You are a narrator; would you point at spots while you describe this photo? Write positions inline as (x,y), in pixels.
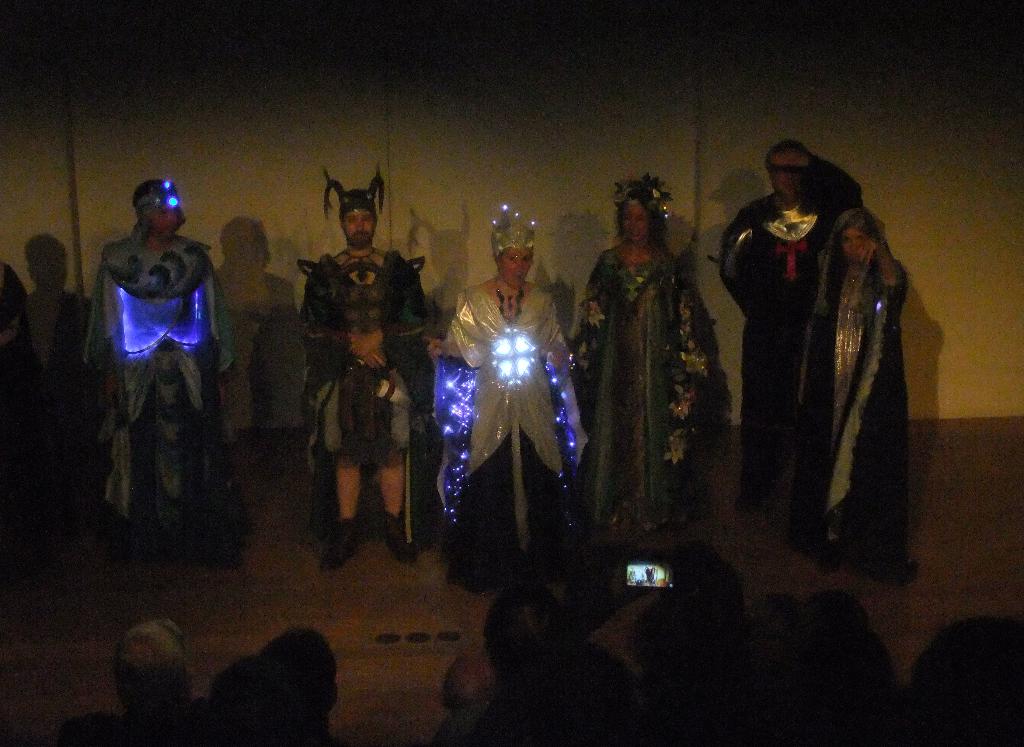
In the foreground (785,307) I can see a group of people (785,307) on the stage (817,563) and one person (688,572) is holding a camera (639,584) in hand (633,601). In the background (956,379) I can see a wall (871,98). This image is taken may be on the stage (389,554) during night.
